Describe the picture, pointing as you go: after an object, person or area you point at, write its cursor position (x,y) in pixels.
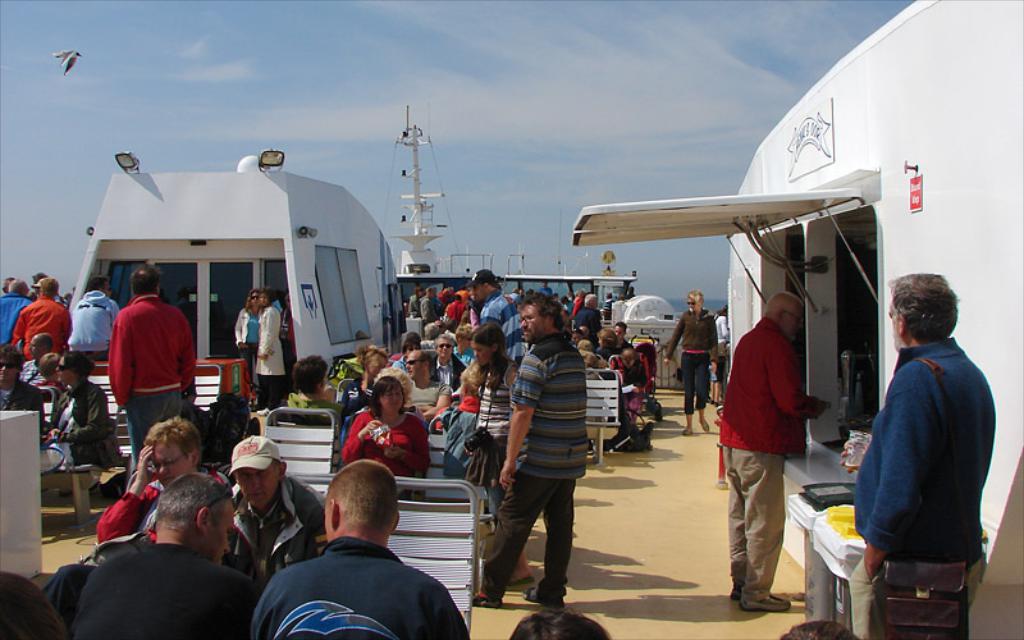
In this picture we can see some people (424,432) sitting on chairs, there are some people (565,358) standing here, on the right side (928,244) there is a cabin (946,248), we can see lights (120,163) here, in the background (633,111) there is the sky (542,124), this man (888,479) is holding a glass (859,461), this man (273,498) wore a cap (258,462).
